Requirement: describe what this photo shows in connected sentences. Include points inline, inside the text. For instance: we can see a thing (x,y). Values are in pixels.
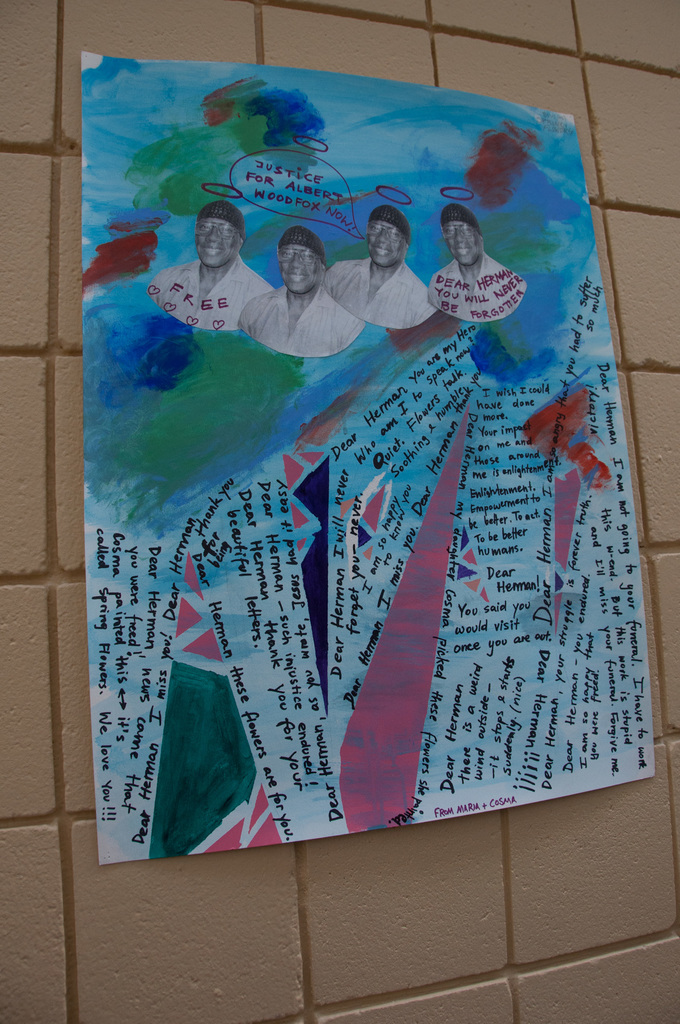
We can see poster (282,111) on a wall (77,299), on this poster (229,309) we can see people (336,288).
